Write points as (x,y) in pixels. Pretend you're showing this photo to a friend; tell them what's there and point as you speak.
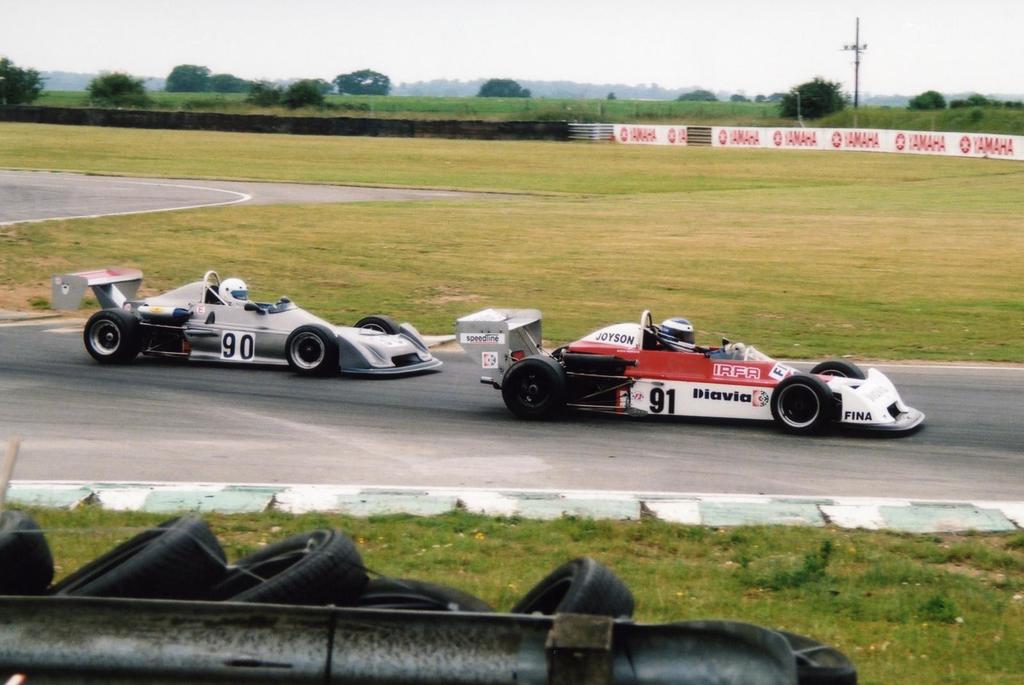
At the bottom of the image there is fencing (62,672). Behind the fencing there are some tyres (164,529) and there is grass (911,623). In the middle of the image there are some vehicles (115,270) on the road (1008,462). Behind the vehicles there is fencing (985,143). Behind the fencing (587,134) there are some trees (15,74) and poles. At the top of the image (41,27) there is sky (271,15).
